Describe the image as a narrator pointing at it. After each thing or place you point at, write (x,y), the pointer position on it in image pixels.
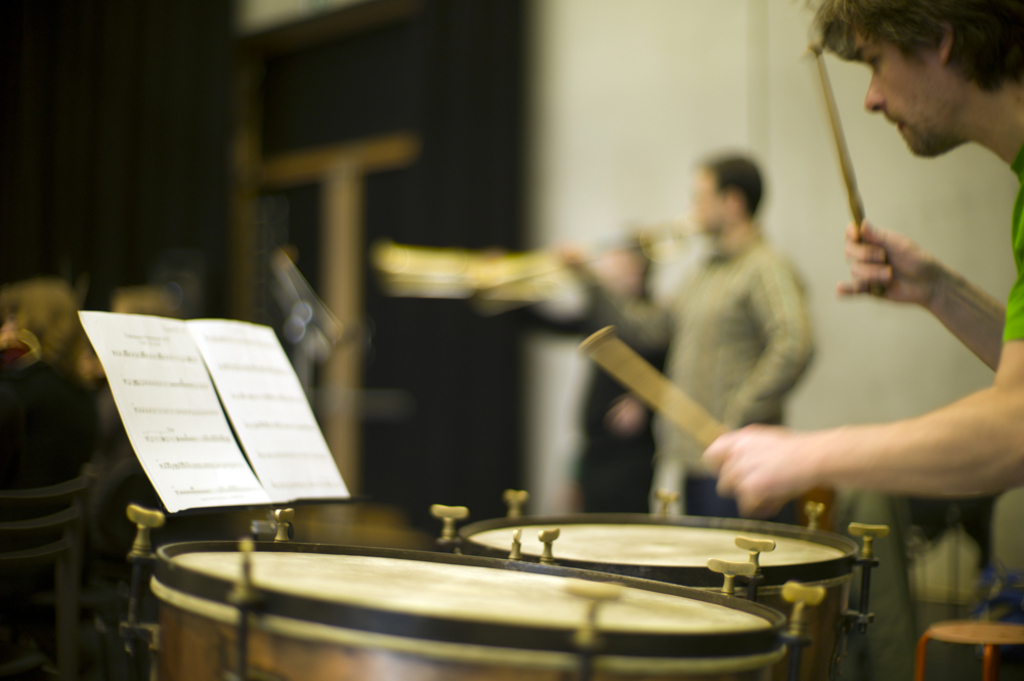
As we can see in the image there is a white color wall (651,134) and some people (889,239). The man (1014,160) who is standing here is playing drums (434,600).
